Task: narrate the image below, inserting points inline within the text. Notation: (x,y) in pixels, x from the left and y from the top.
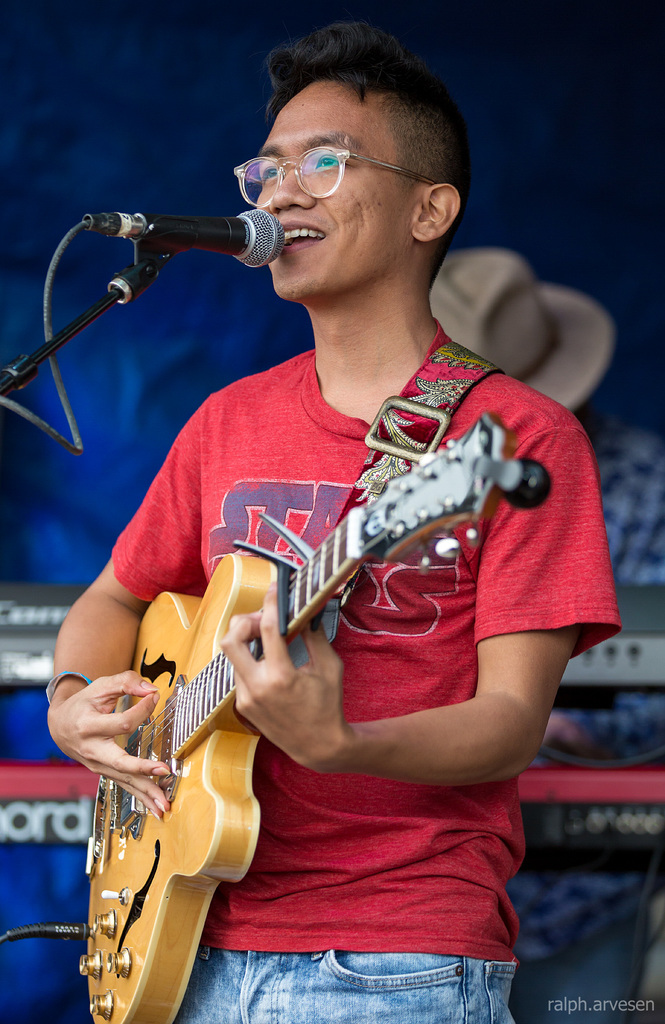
There is a person (348,50) standing in the center (383,663). He is holding a guitar (128,1017) in his hand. He is playing a guitar (89,851) and singing on a microphone (261,218).
